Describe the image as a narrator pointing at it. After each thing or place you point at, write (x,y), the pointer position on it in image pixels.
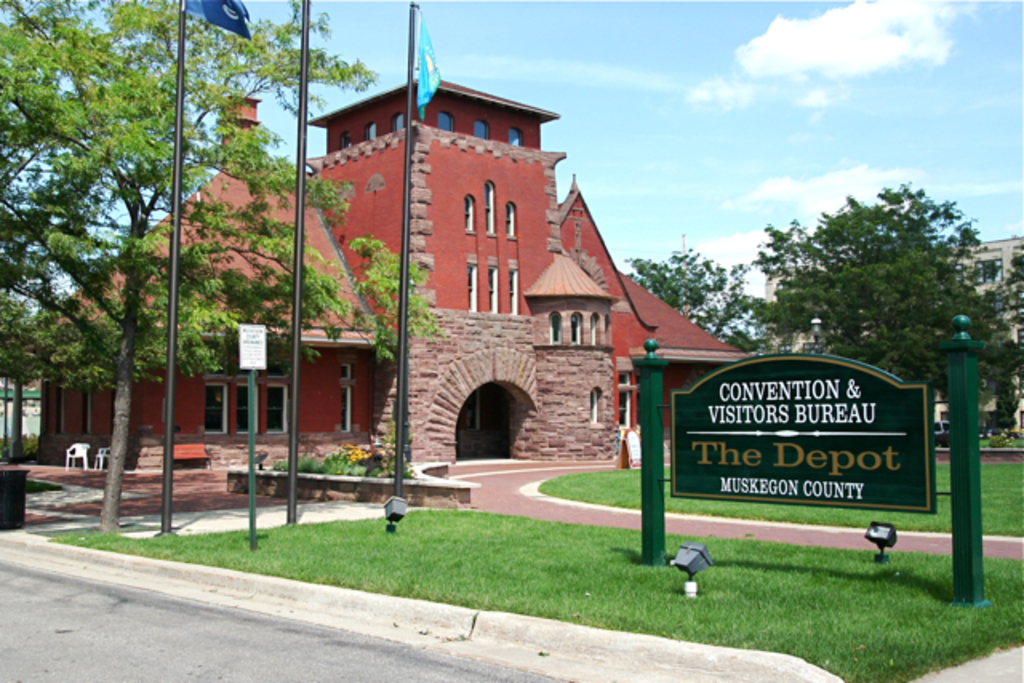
In this picture we can see there are green poles (962,415) with a board (741,422) and on the board (739,429) it is written something. In front of the board (727,479) there are lights (891,538) on the grass (529,554) and the road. On the left side of the board (671,437) there are poles (409,158) with flags (423,58) and a small board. Behind the poles (407,368), there is a black object (15,486), chairs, a bench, plants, trees (63,262), and buildings (520,252). Behind the buildings (529,303) there is the sky (733,25).
